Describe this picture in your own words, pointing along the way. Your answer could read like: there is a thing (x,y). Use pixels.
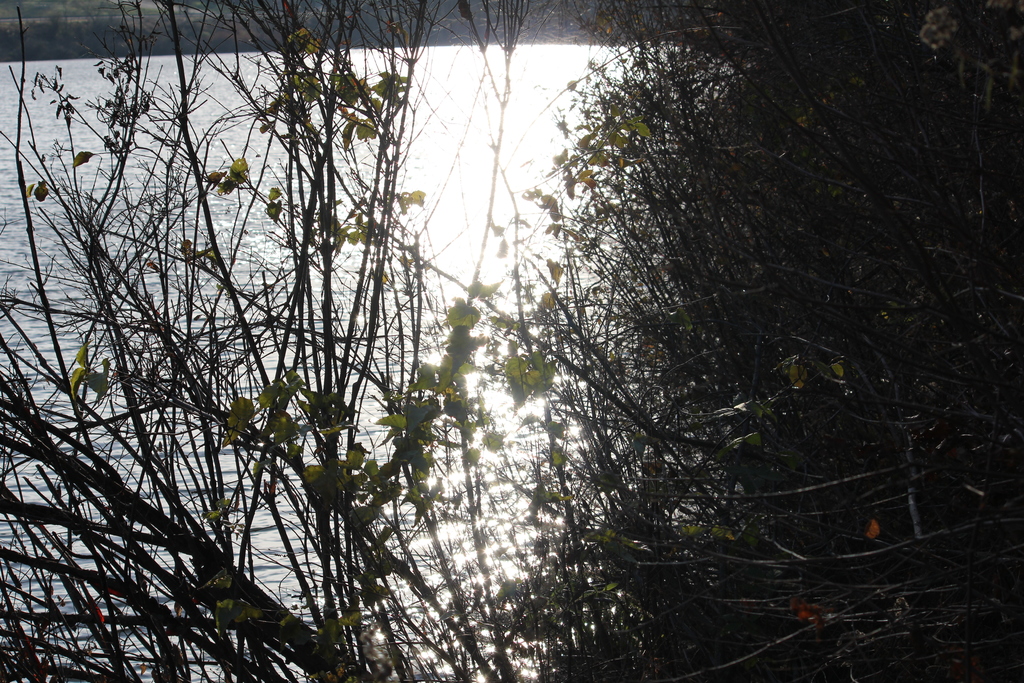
In this image, we can see some plants (393,564) in front of the lake (445,224).
